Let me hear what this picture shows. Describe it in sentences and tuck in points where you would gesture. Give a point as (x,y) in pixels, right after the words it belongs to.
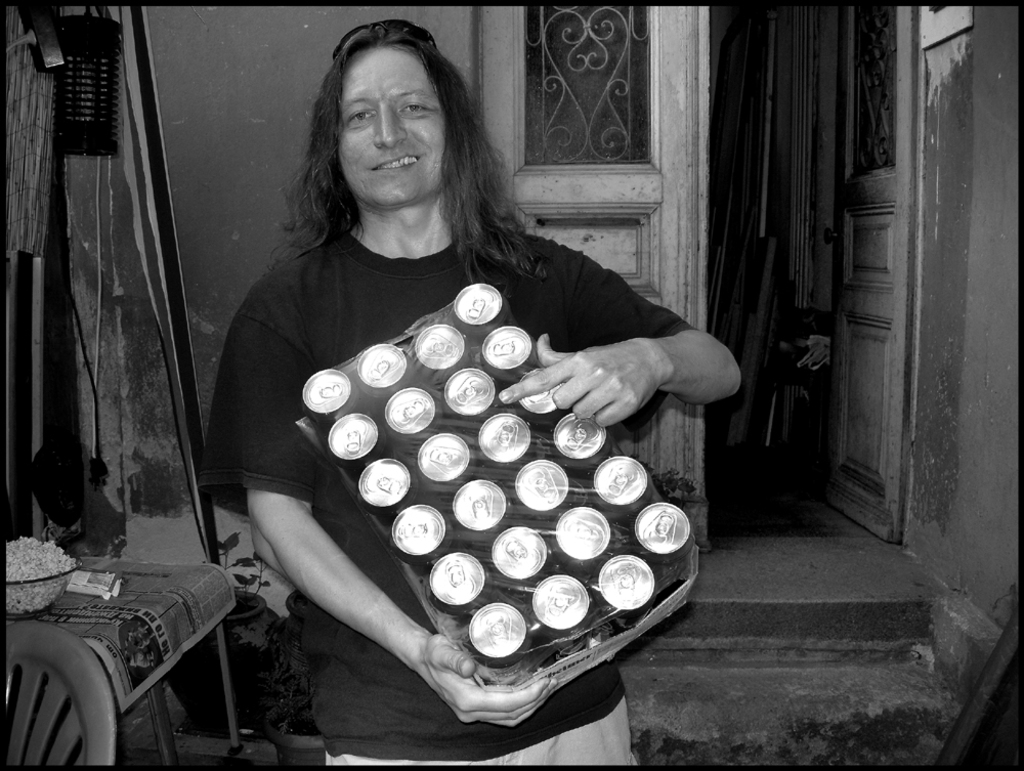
This is a black and white image. In the image there is a man (308,299) standing and holding the pack of tins (455,470) in his hand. And there are goggles (419,38) on his head (368,46). On the left side of the image (51,644) there is a chair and also there is a packet (103,595) and bowl (40,579) with an item (27,557) in it. Behind the tables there are few objects (84,38). In the background (525,27) there is a wall (956,319) with doors (662,112). Inside the room (825,189) there are few items (786,228) in it.
